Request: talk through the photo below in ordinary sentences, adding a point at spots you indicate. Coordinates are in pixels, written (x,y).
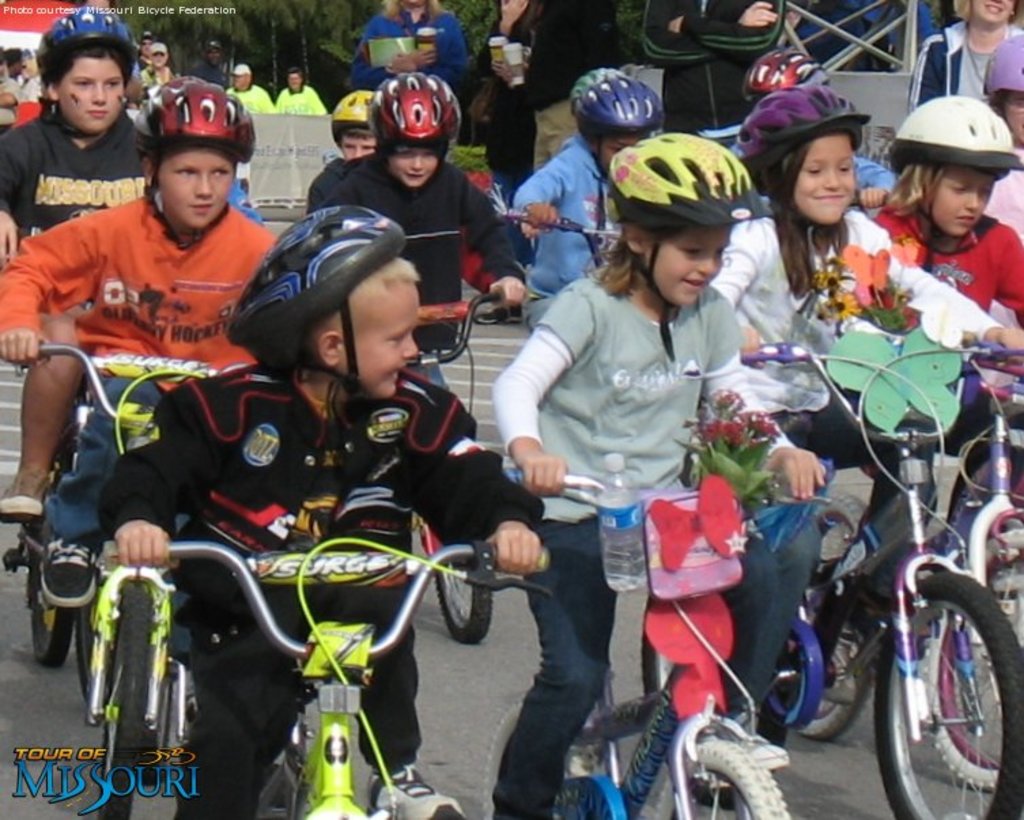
In this image I can see few children (554,618) are wearing helmets (375,118) on the heads (631,165) and riding the bicycles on the road (432,697). At the top (544,42) there are few persons (569,45) standing. In the background (186,22) there are some trees (230,18). In the bottom left (99,769) there is some text (127,774).
